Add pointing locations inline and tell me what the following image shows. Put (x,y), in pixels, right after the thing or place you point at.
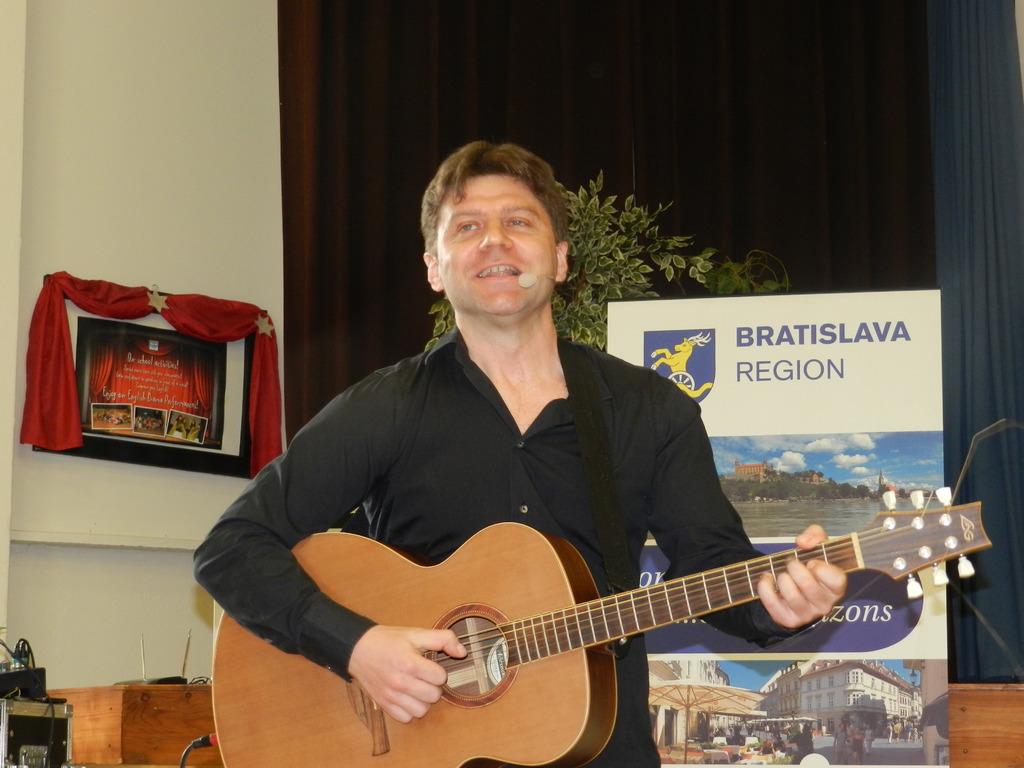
In this image one person (451,473) is singing some song holding the guitar (262,642) behind the person (516,268) some table (127,721) is there and some instruments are there and behind the person (602,369) some plants (615,281) are also there the background (889,184) is very dark.
